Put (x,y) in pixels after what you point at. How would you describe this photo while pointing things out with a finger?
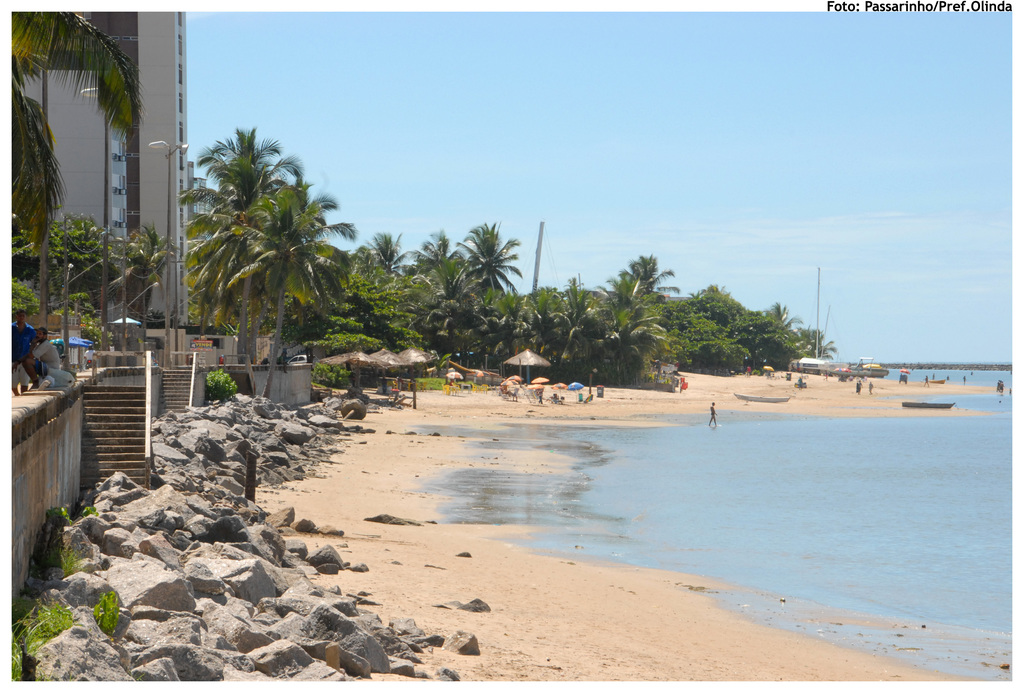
This image is clicked near the beach (402,605). To the right (912,449), there is water (923,502). To the left (213,481), there are rocks (136,597) along with a building (89,103). In the background (457,326), there are many trees (593,300). At the bottom (588,621), there is sand (594,639). And there are many persons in this image.
